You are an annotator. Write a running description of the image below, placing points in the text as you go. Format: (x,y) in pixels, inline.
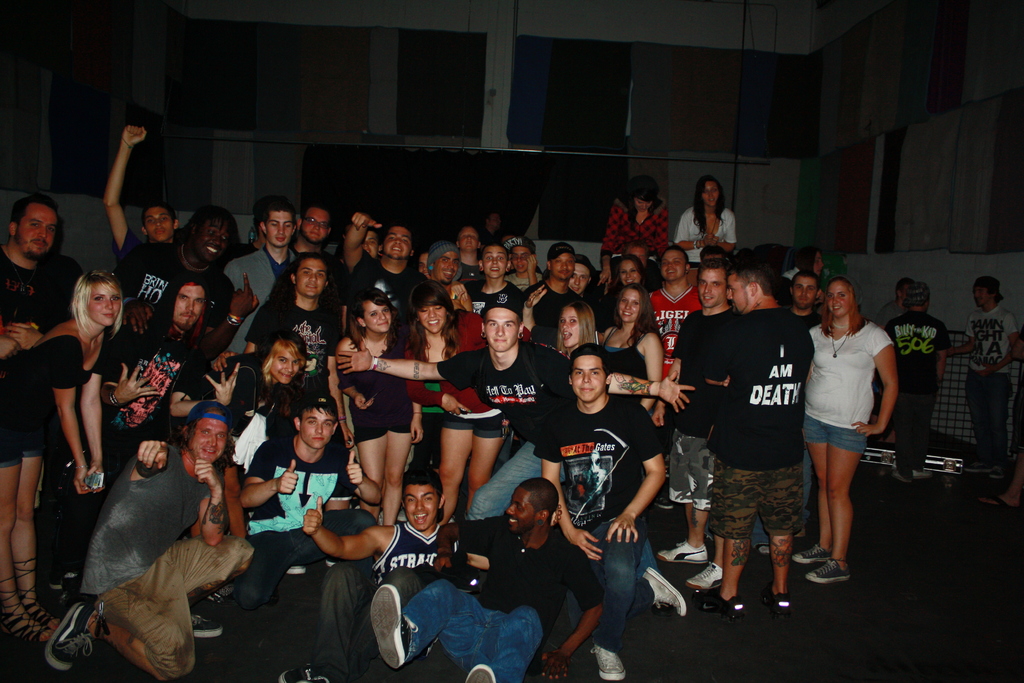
In this picture we can see man (535,421) who is wearing black t-shirt (518,354) and jeans (522,463). He is standing near to the girls (437,301). On the left (39,376) we can see a woman (61,382) who is holding a camera (98,486). On the bottom (254,583) we can see group of men (271,475) smiling. In the background (663,178) we can see curtains (532,129) and wall (500,109). On the right (905,310) we can see three person (1004,338) standing near to the white wall (970,309).
